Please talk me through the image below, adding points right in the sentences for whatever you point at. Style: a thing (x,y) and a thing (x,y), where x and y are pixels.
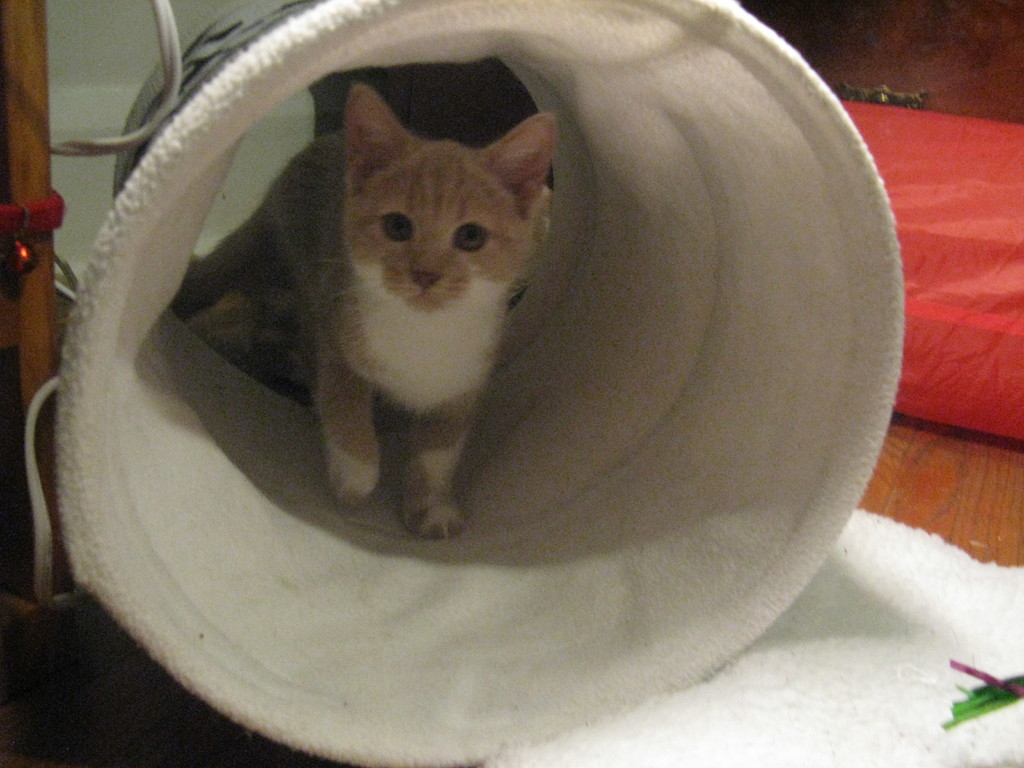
In this image in the center (426,463) there is one cat (410,359) and there is one blanket (147,375) which is rolled, at the bottom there is a wooden floor (916,462) and a furniture (42,299). In the background (830,68) there are some objects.
